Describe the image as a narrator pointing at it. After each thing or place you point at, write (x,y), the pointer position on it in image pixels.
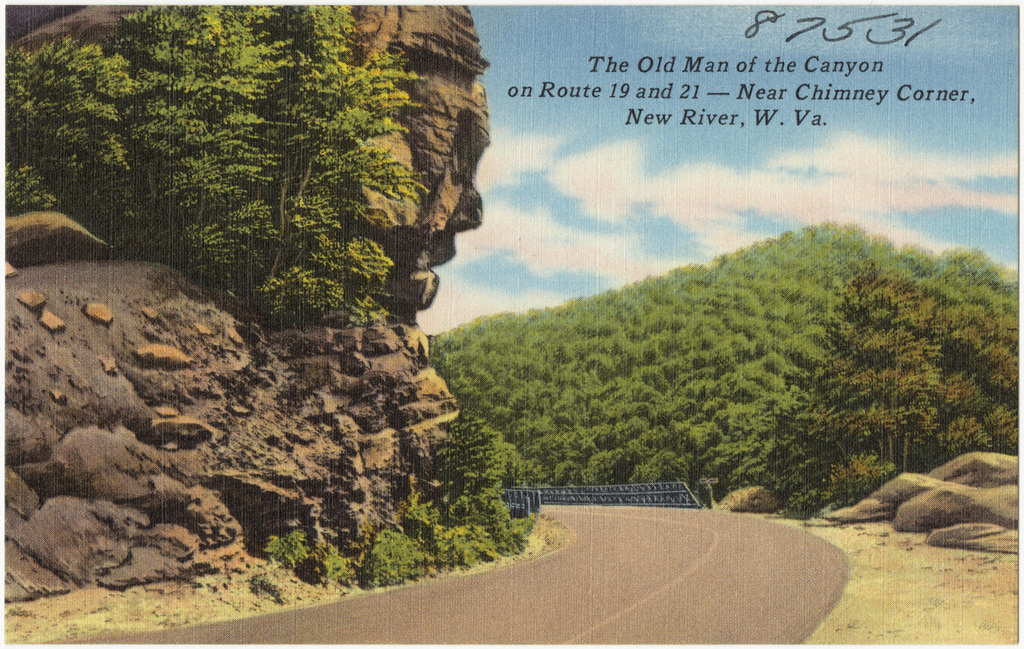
In this image, we can see a poster (592,495). Here we can see there are so many trees (536,469), rocks (413,487), stones (965,497), road (661,563), railing (602,501). Top of the image (774,200), there is a cloudy sky (709,210).
